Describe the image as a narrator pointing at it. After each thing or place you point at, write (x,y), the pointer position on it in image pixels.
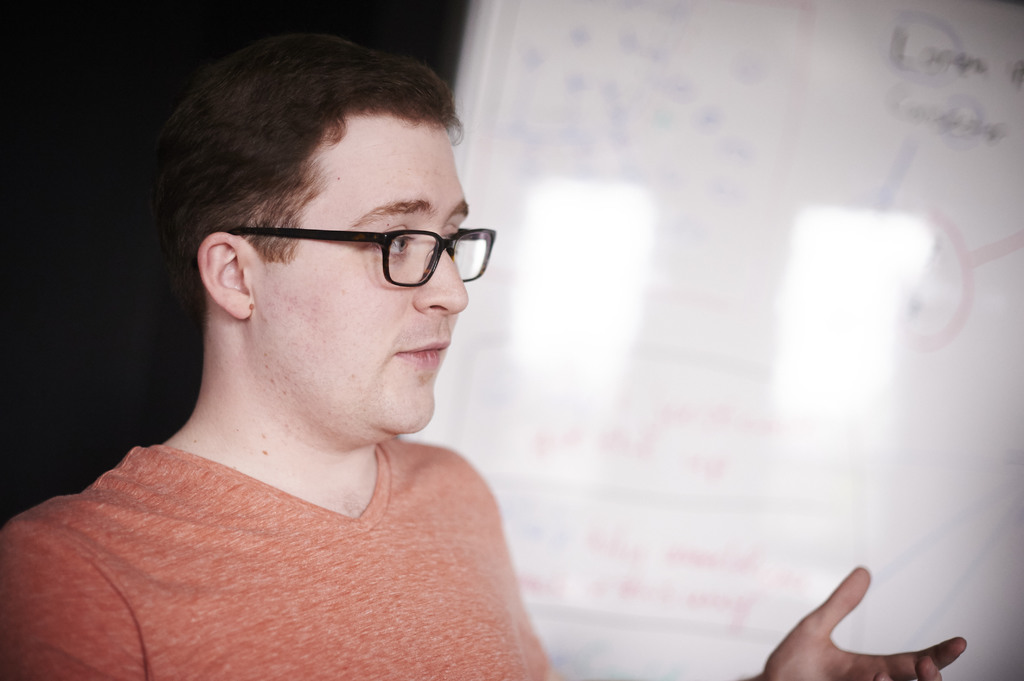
In this image we can see a person (353,478). There is a whiteboard (876,226) at the right most of the image (853,235).
